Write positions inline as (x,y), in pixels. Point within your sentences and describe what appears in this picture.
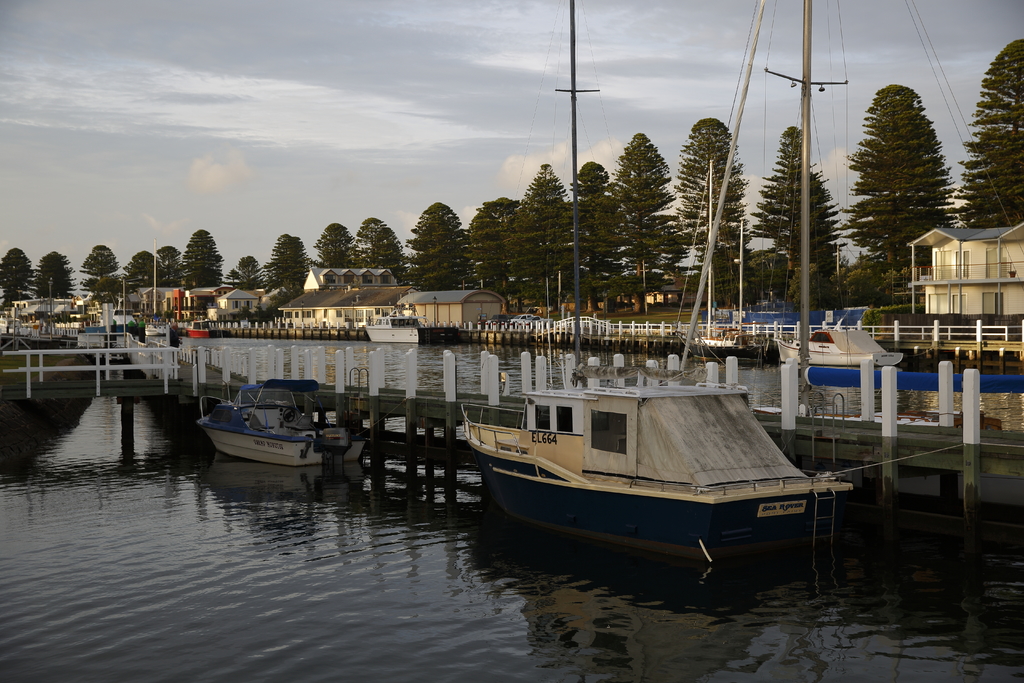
In this picture we can see a few boats (776,468) in water (290,477). There are a few houses (933,277) and a few trees (673,236) in the background (203,287).
